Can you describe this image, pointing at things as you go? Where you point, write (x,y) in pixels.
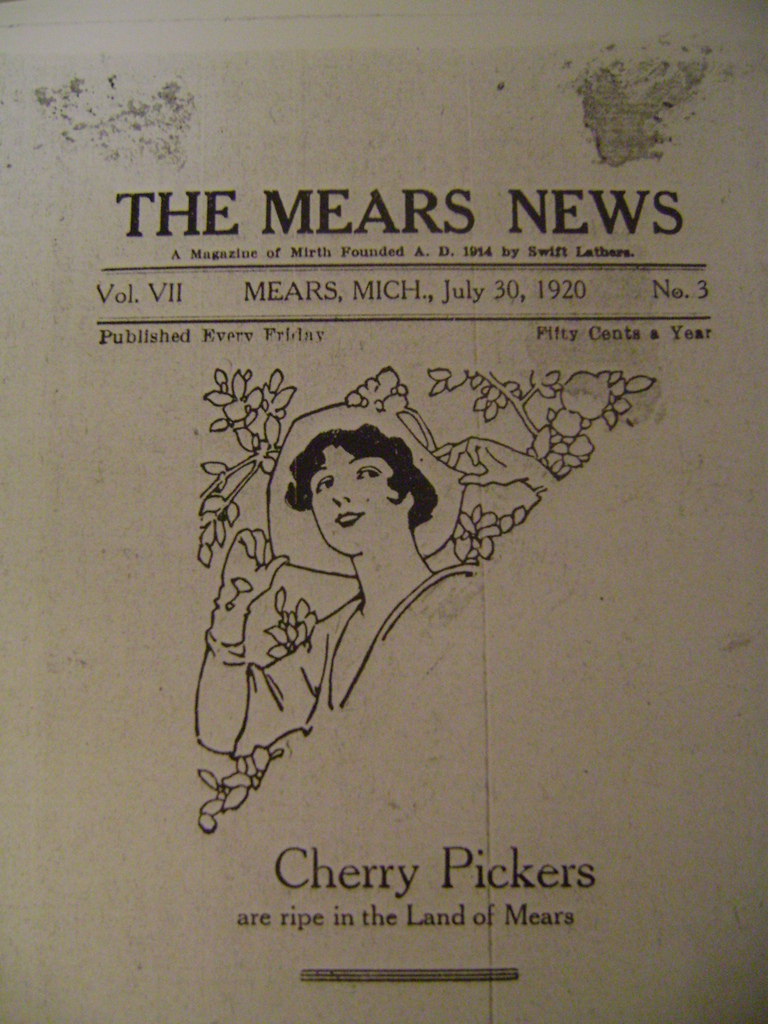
In the center of the image (474,579) we can see a paper (269,735) and there is a lady (265,708) in the center (322,681). At the top (690,336) and bottom we can see text (331,914).
